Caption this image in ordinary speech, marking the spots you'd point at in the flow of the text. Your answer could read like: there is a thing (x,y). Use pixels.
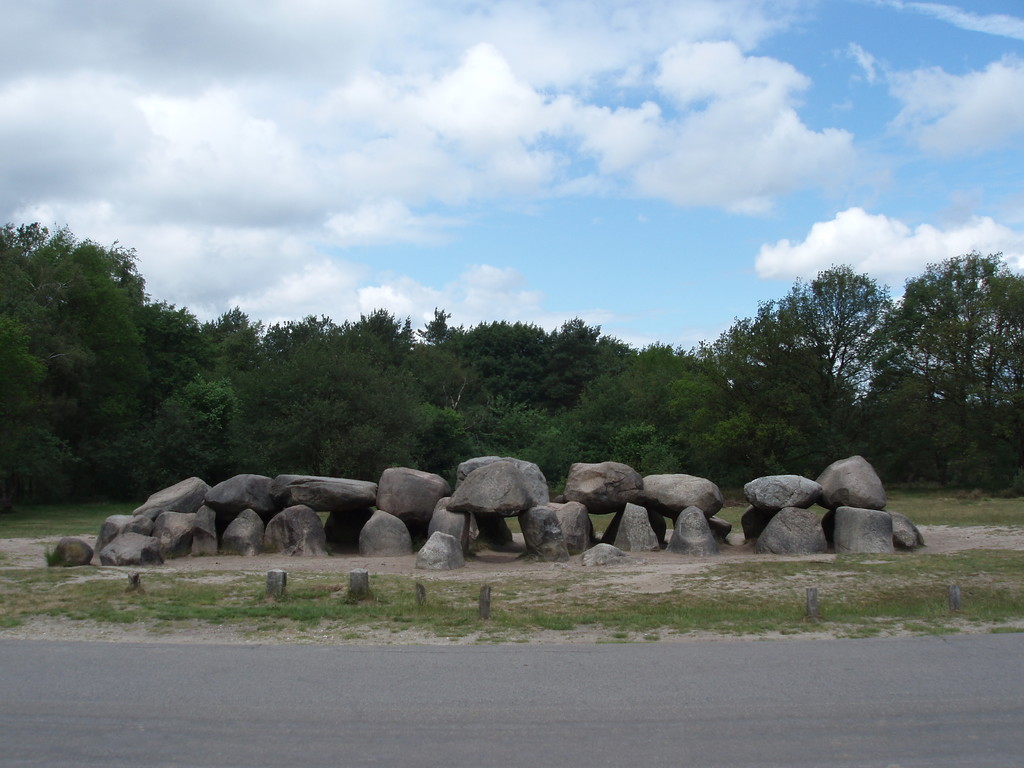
In the image there are stone rocks (431,514) in the middle (614,481) in front of road (574,647), in the back (929,480) there are trees (808,447) all over the image and above its sky (486,174) with clouds (300,167).
